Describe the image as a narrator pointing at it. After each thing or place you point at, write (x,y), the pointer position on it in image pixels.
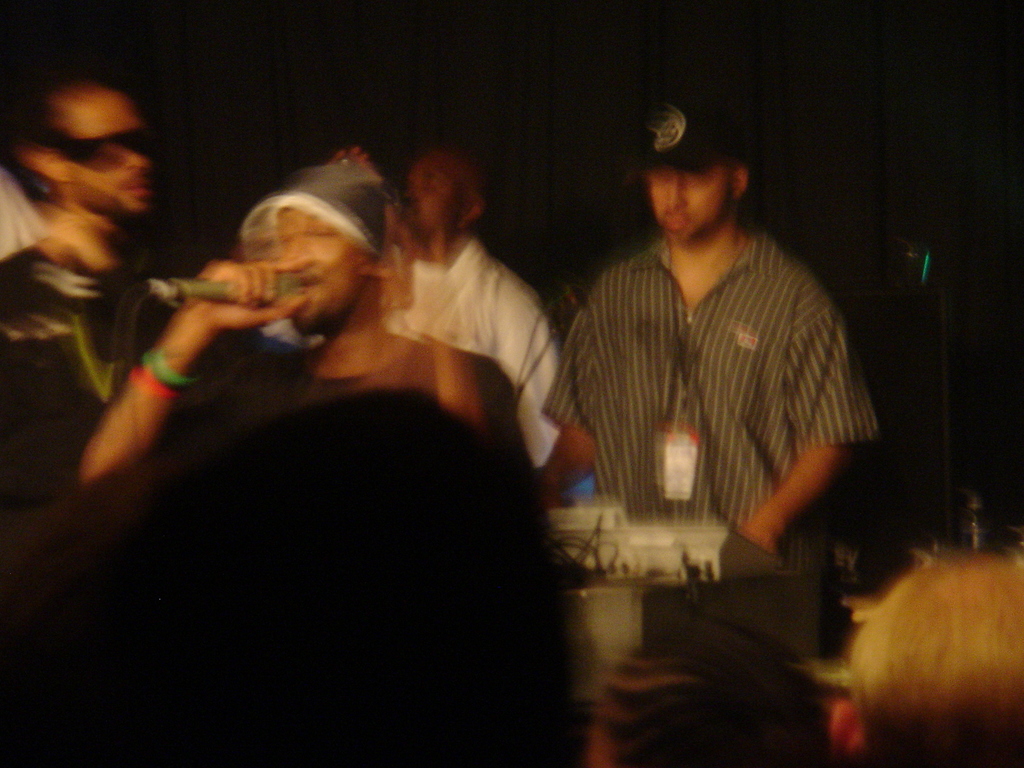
This picture shows few people (684,340) standing and couple of them (654,738) are seated we see a man (743,448) wore a cap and playing a music instrument (700,563) and another man (277,303) holding a microphone (295,287) in his hand (243,321) and singing and we see a black background (758,114) and we see a man (699,451) wore a ID card (685,472).
